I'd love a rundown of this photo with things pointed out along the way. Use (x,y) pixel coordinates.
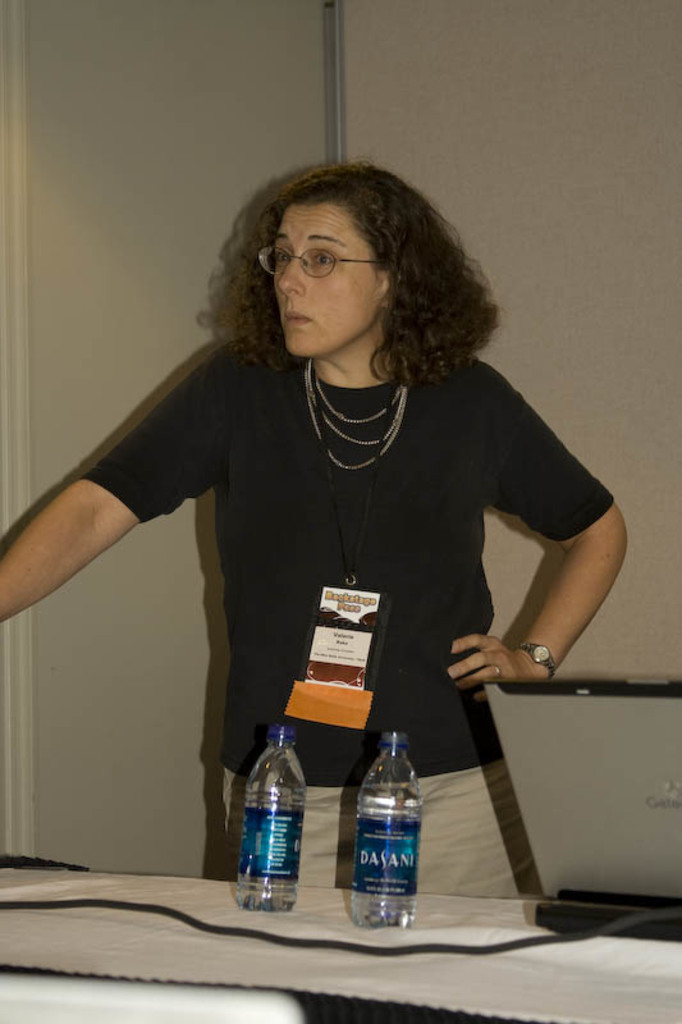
A lady (282,406) wearing specs (310,267), chains (362,437), and also a watch (541,652) is standing. In front of her there is a table (504,964). On the table (503,927) there is a wire (269,940) and two bottles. In the background (272,105) there is wall (130,199).
